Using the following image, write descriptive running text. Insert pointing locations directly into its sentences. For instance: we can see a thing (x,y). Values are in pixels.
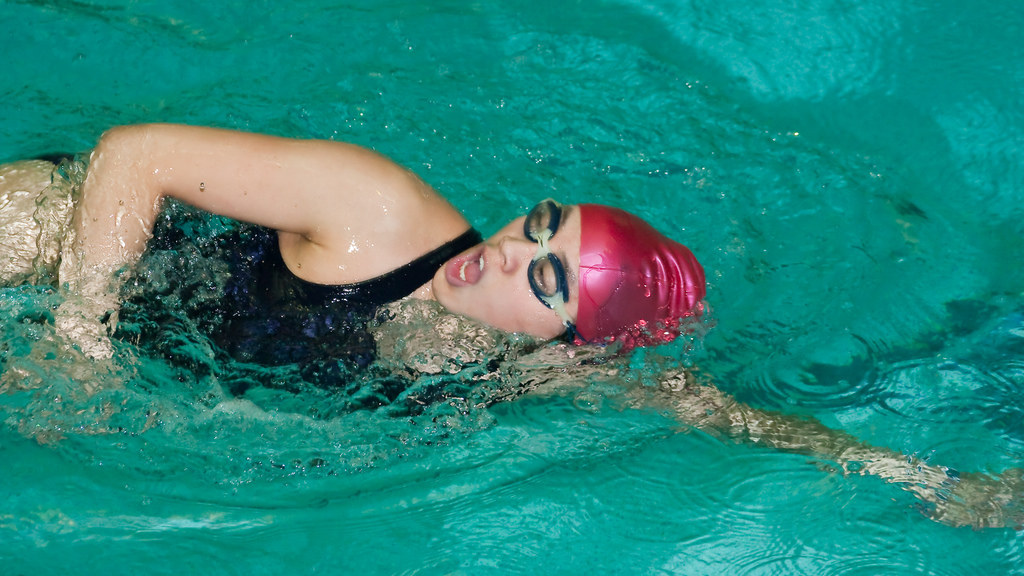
In this image there is a woman (275,285) swimming in the water (350,506). She is wearing spectacles (541,273). There is a cap (625,285) on her head (526,254). In the background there is the water (545,526).
